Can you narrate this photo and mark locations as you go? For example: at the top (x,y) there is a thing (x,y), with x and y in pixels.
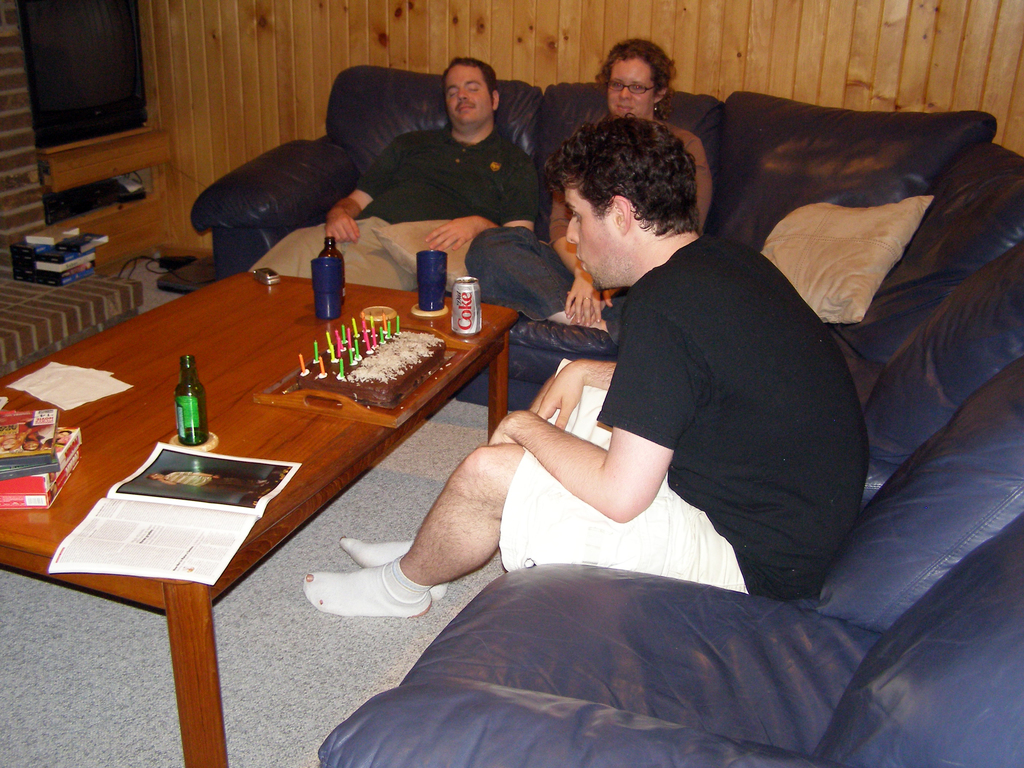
In this picture we can see two men (530,410) and a woman (561,222) sitting on a sofa (911,186) and in front of them on the table (83,357) we can see bottles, tin (461,282), cake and in the background (103,105) we can see a television (70,77), wall (300,44).
